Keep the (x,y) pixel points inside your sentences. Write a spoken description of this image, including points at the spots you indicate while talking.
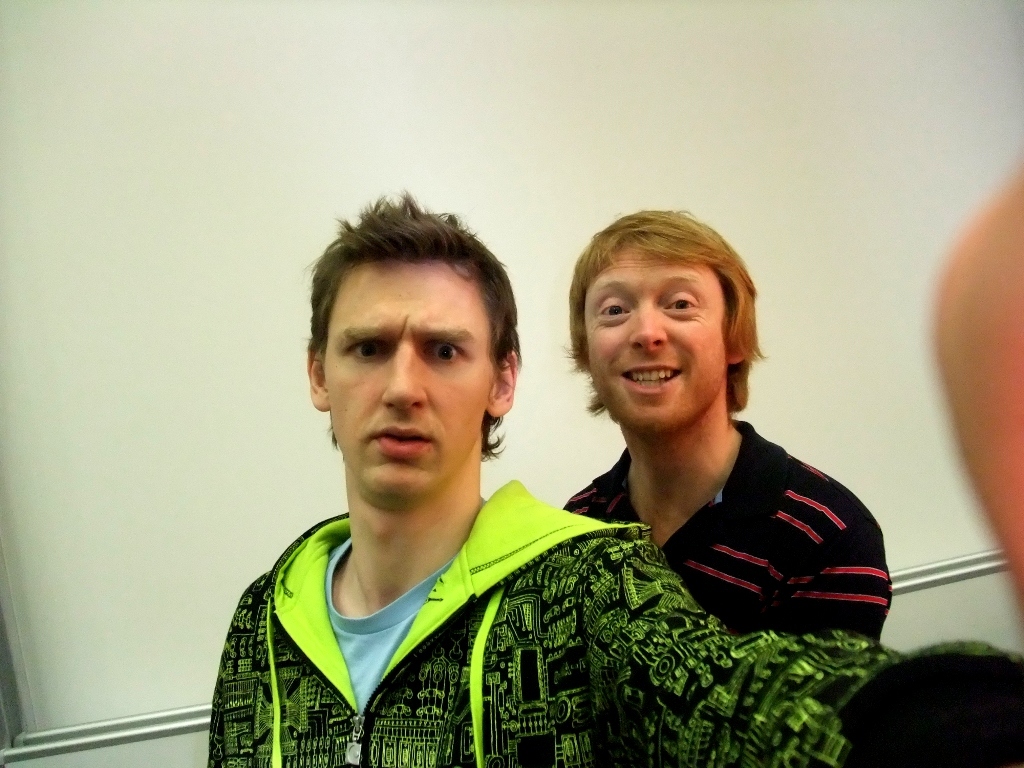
In this image I can see two men (413,508) and I can see one of them is wearing a green colour jacket (550,612). Behind them I can see a white colour thing (15,721) and on the right side of this image (968,409) I can see and a blurry thing (956,349).
